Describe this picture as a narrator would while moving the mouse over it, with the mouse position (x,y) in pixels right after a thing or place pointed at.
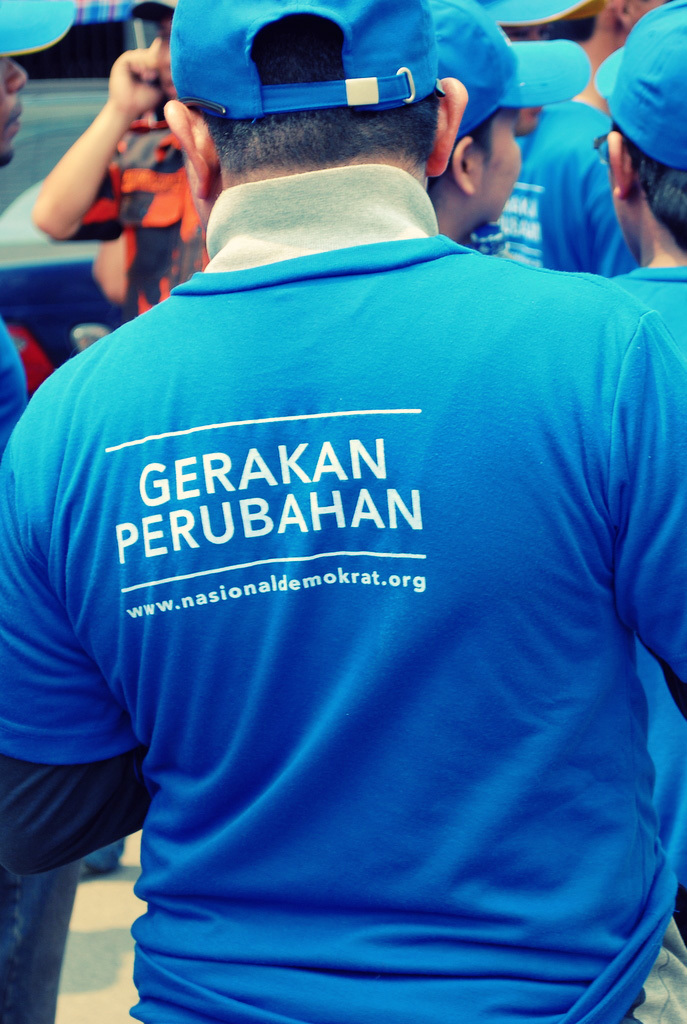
As we can see in the image there are group of people (360,240) wearing blue color caps (417,80) and blue color t shirts (370,451).
